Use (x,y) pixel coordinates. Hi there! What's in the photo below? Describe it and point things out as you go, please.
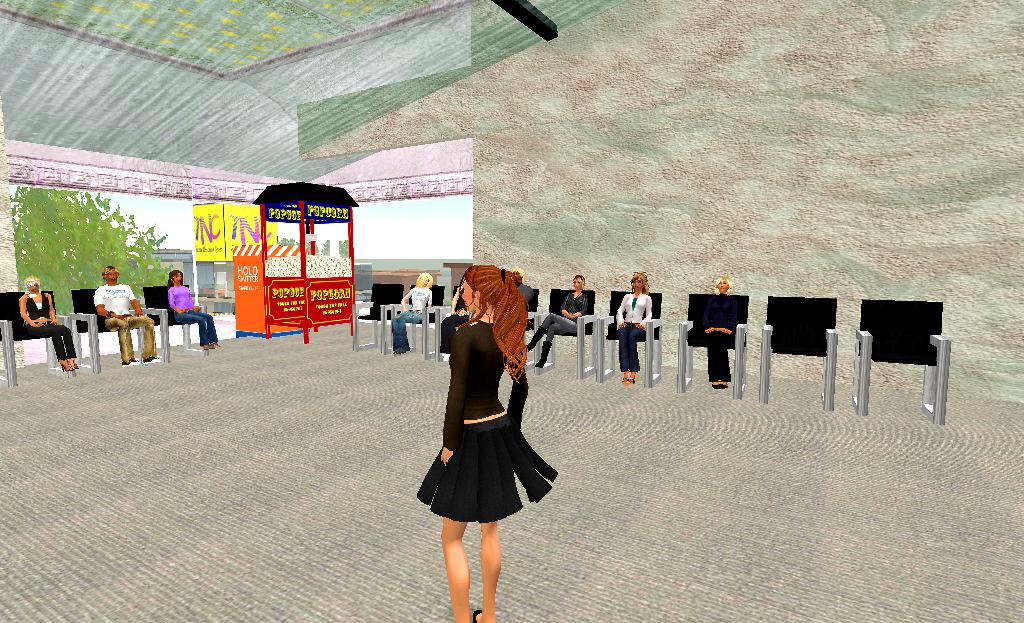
This image looks like it is animated. There are many persons (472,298) in this image sitting in the chairs (386,347). At the bottom (186,475), there is a floor (187,415). To the right (844,166), there is a wall (835,190). To the left (40,243), there is a tree (24,258).
